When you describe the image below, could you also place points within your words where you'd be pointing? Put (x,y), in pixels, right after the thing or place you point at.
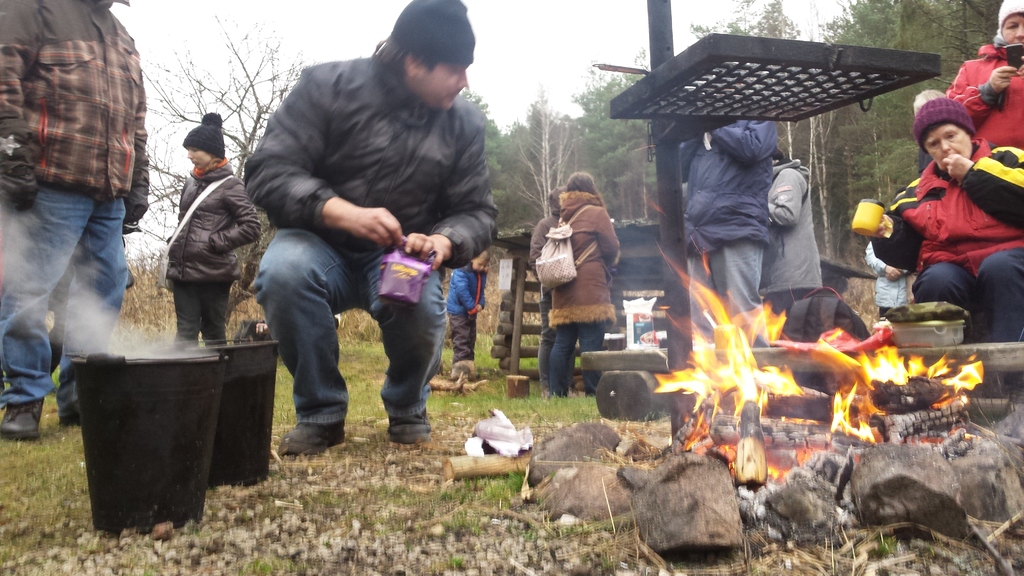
On the left side of the image (200,203) we can see two persons (135,188) are standing and two buckets (131,418) are there. In the middle of the image (374,225) we can see a person (418,333) is in sitting position and holding something (388,282) in his hand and some persons (540,357) are there. On the right side of the image (893,370) we can see rocks (688,468), fire (798,451), a lady (972,227) is sitting and holding something (866,214) in her hand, some persons (1016,40) are standing and some trees (954,32) are there.
